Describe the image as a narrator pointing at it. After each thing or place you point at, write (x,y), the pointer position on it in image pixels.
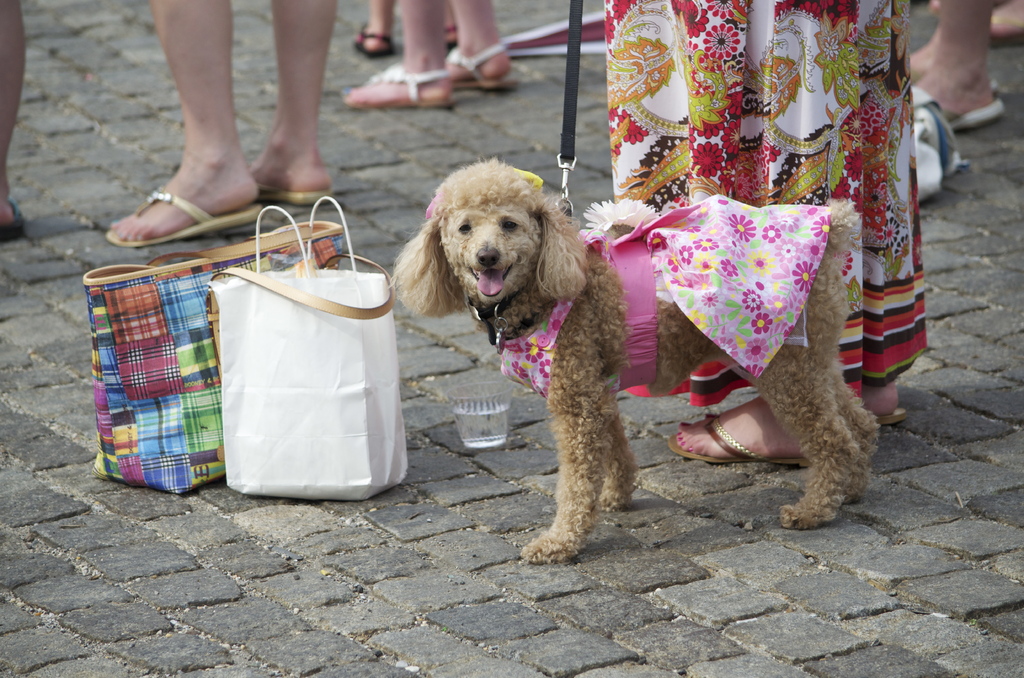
A dog (592,245) is looking at camera standing beside a woman (708,144).
